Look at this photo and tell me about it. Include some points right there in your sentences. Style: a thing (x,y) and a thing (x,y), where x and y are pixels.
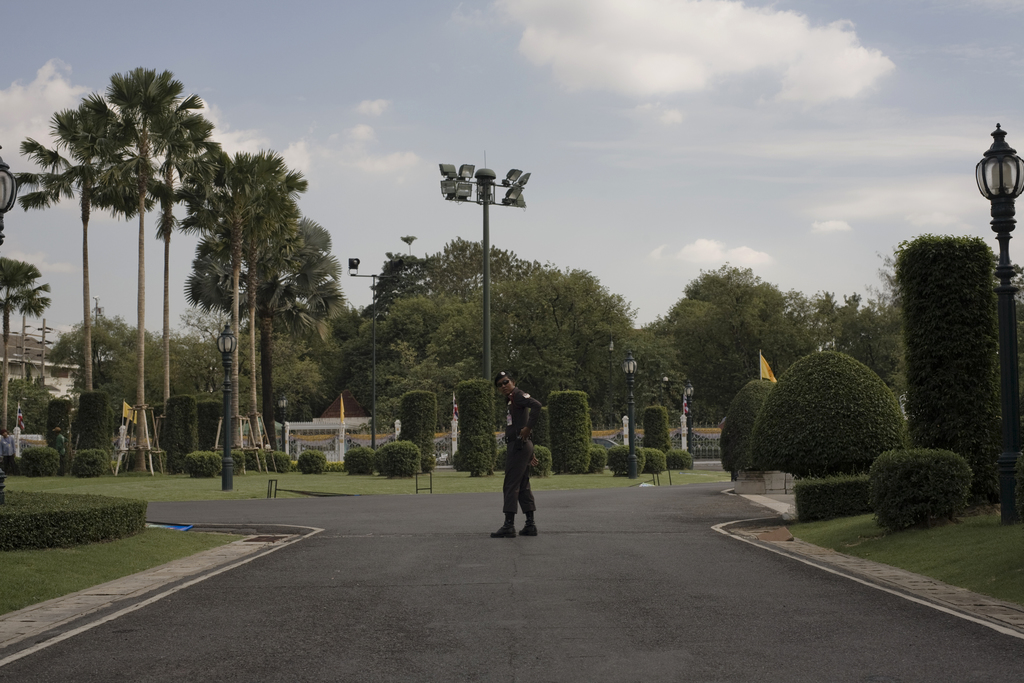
In this image I can see the person (525,488) standing on the road (420,587). To the side of the road (432,575) I can see many trees (576,302), light poles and the yellow color flags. To the left (14,339) I can see the house (37,360). In the background (33,317) I can see the clouds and the sky (450,162).
